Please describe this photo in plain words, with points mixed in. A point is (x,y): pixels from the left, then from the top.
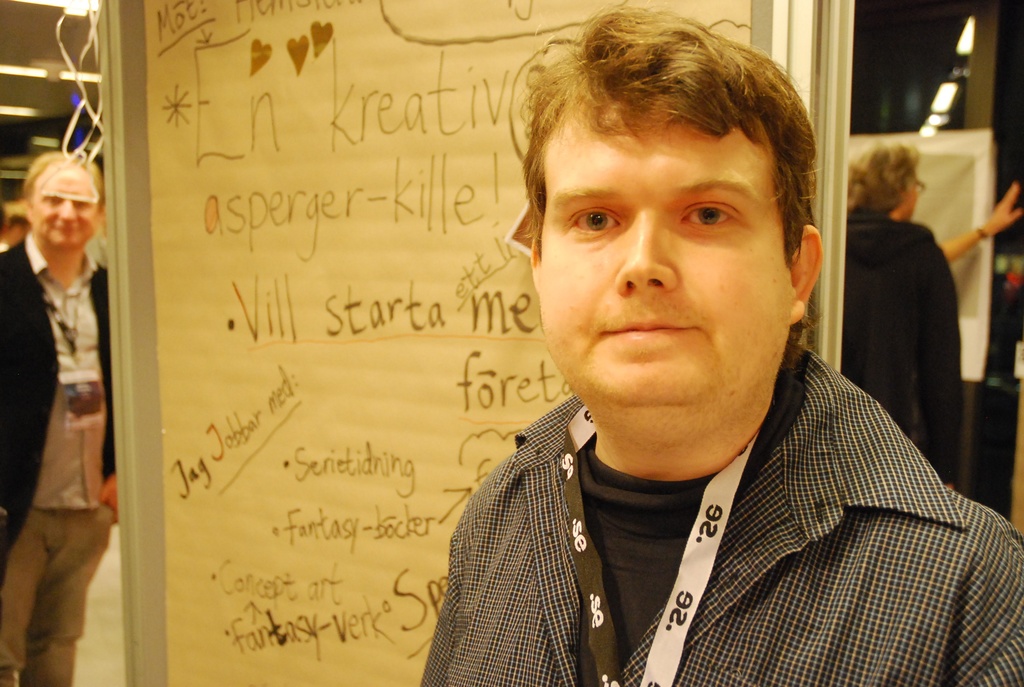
There is a person (660,239) in black color t-shirt (648,547), standing, near a board (178,53), on which, there are some texts (437,311) and drawings (313,39). Beside this board (357,42), there is another person (29,287) standing on the floor (89,683). In the background (29,115), there are other persons (944,328) standing, there are lights (1,108) on the roof (1,35) and there are other objects (998,266).
